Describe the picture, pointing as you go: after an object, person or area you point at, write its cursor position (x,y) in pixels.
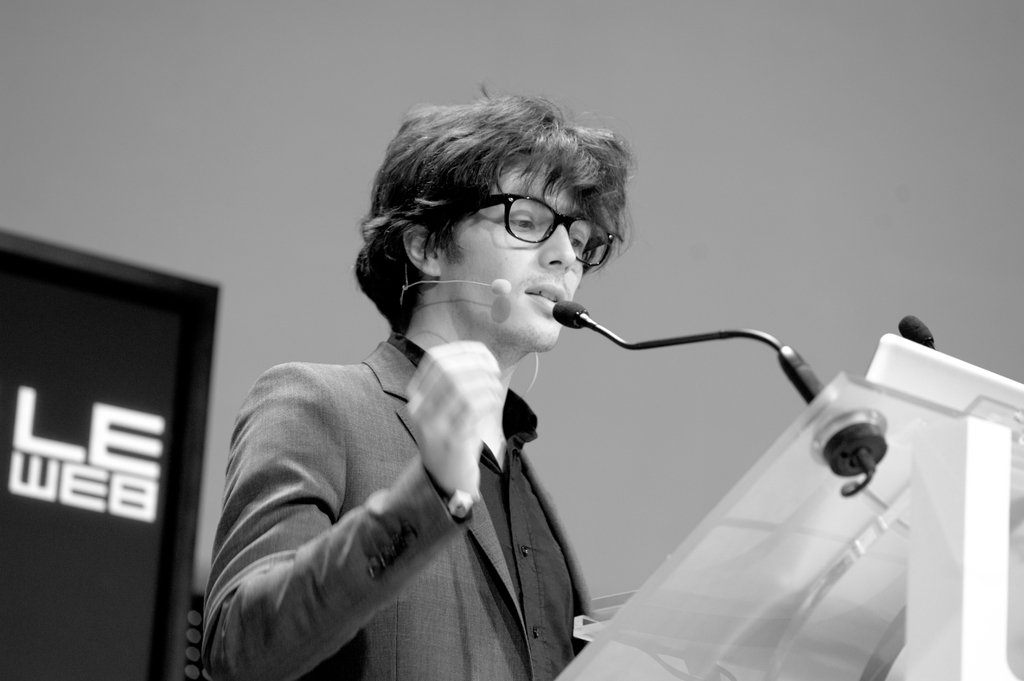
Here we can see a black and white photograph, in this picture we can see a man (360,464) in the middle of the image (357,431), in front of him we can find microphones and a podium (715,575).
